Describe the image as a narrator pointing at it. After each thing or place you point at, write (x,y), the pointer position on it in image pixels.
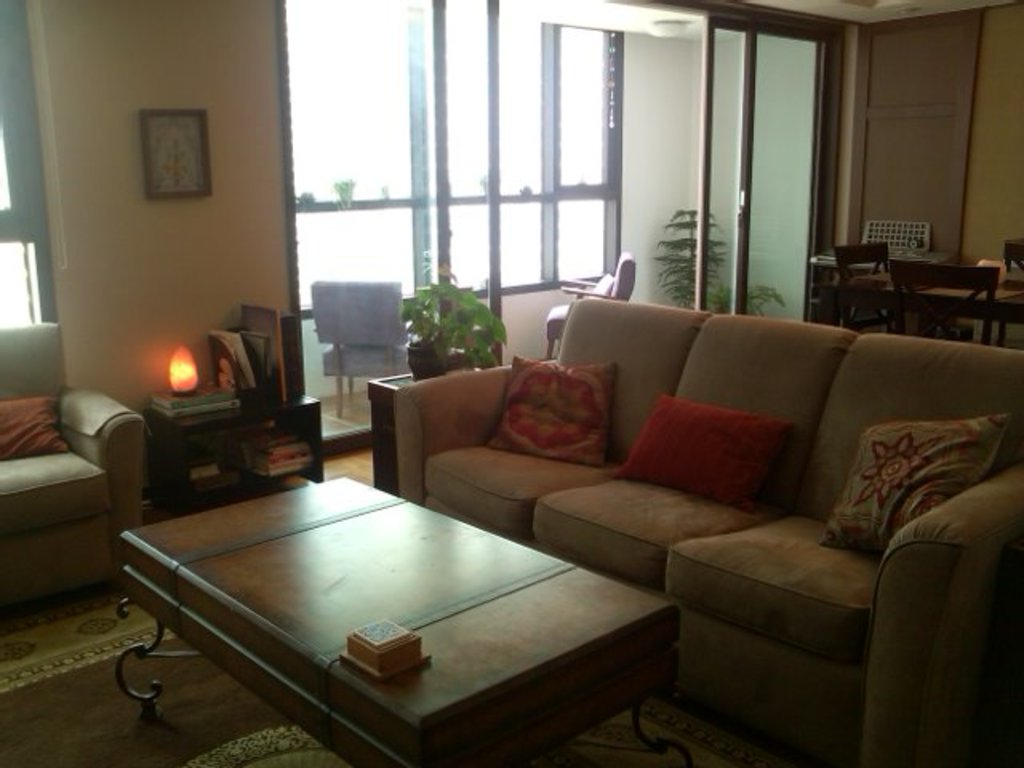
These are the sofas (807,593) and there are pillows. This is table (255,598) and there are chairs (933,302). Here we can see plants (426,302) and this is glass (414,173). In the background (246,153) there is a wall (213,171) and this is frame (163,136). This is lamp (181,387) and there is a door (896,136). And this is floor (66,721).
